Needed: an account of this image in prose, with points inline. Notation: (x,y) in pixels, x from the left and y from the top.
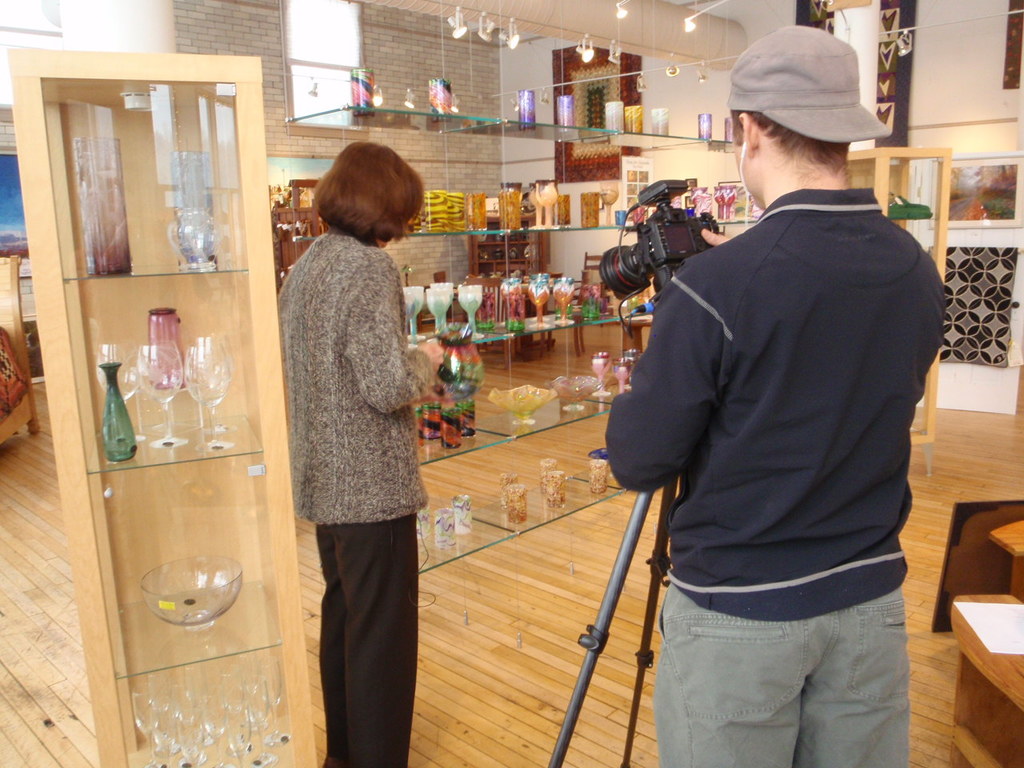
In this image I can see two persons (290,396) are standing in the front (328,291) and between them I can see a tripod stand (665,492) and a camera (624,273) on it. I can also see number of glasses (505,312) on the racks (453,128) and on the top side of this image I can see few lights (456,15). In the background (561,156) I can see few frames (1007,169) on the wall (429,40).
